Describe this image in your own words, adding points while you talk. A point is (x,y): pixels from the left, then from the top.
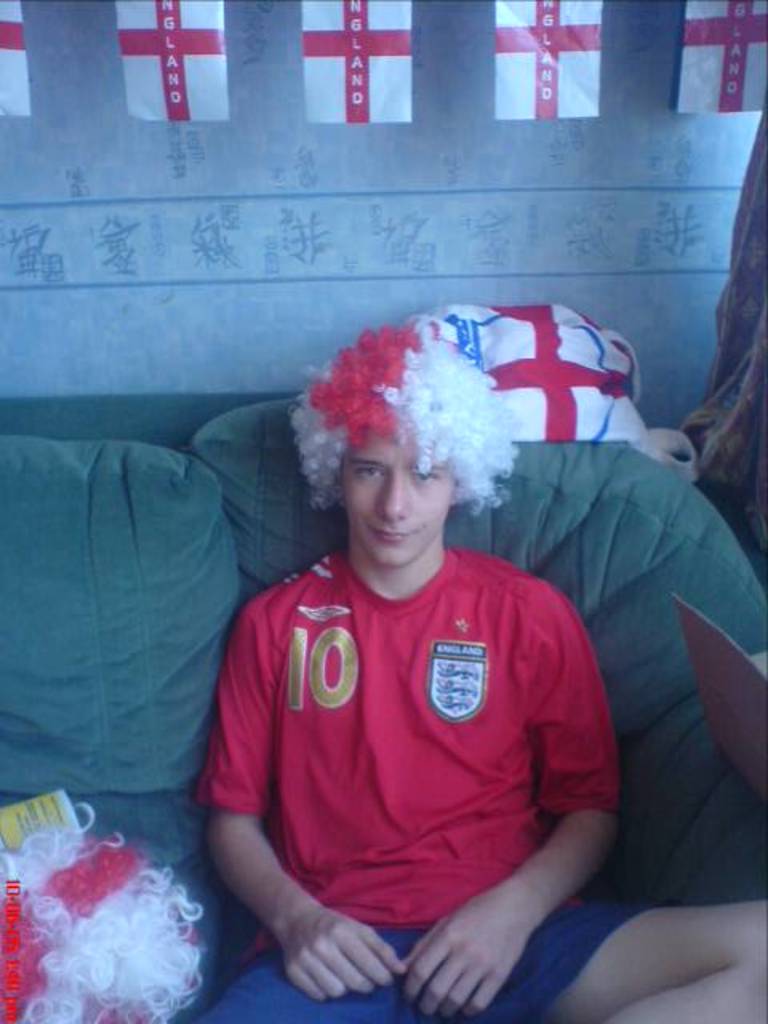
In this image I can see a man (338,718) is sitting. I can see he is wearing red t shirt (450,801) and blue shorts (388,995). I can also see few wigs (350,398) and few white colour flags (358,93). I can also see a white colour cloth (467,306) over here.
